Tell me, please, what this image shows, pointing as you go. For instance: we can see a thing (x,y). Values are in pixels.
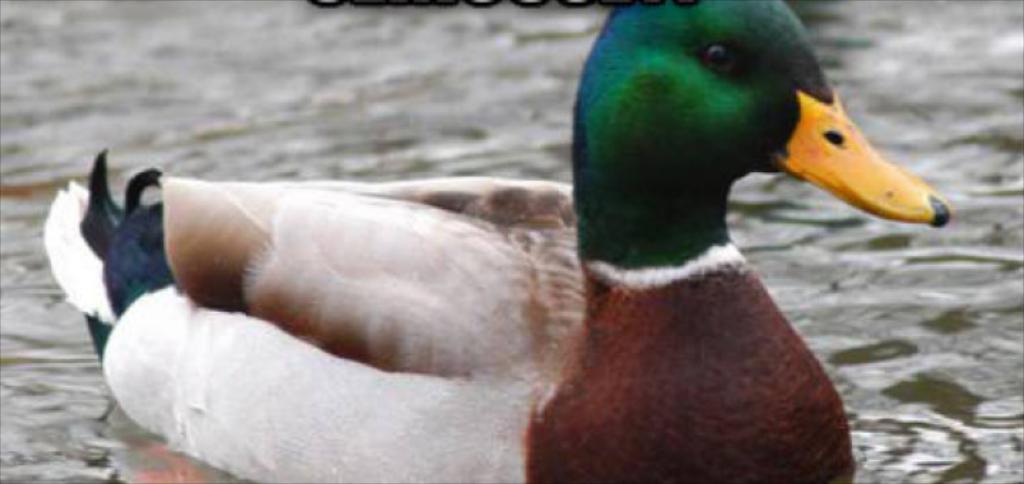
It is a zoom in picture of a duck (489,315) present on the surface of the water (86,428).
